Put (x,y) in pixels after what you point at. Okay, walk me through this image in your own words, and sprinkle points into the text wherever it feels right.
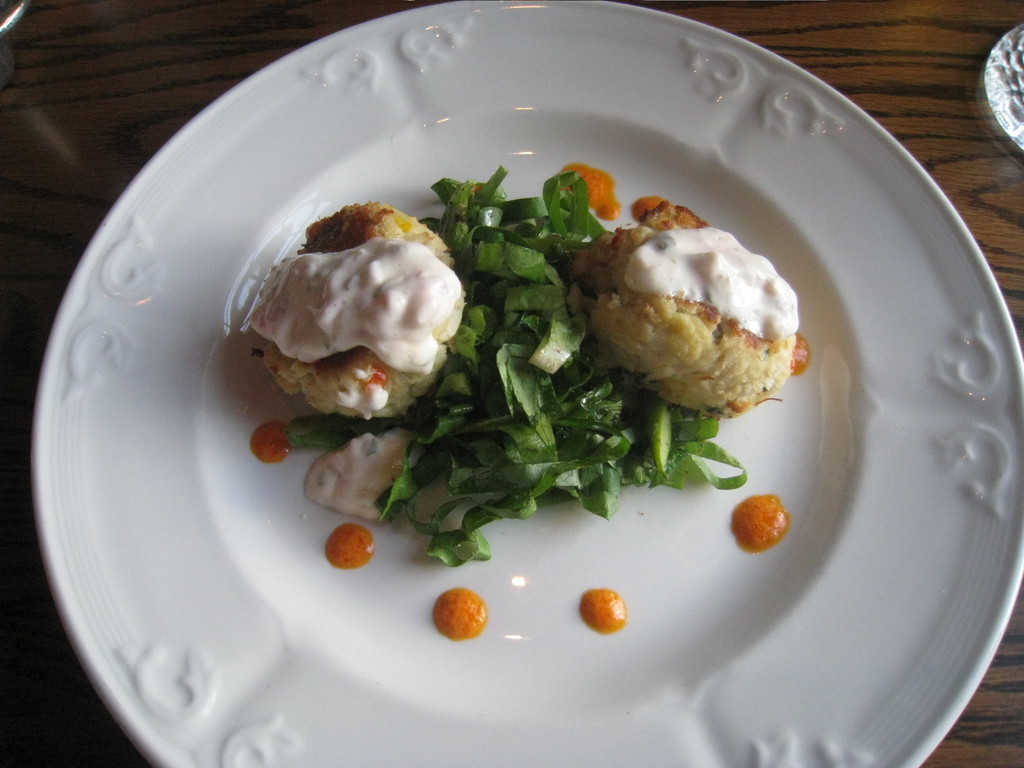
In the image there is some cooked food (301,315) along with some leaves (531,363) served on a plate (726,216).
